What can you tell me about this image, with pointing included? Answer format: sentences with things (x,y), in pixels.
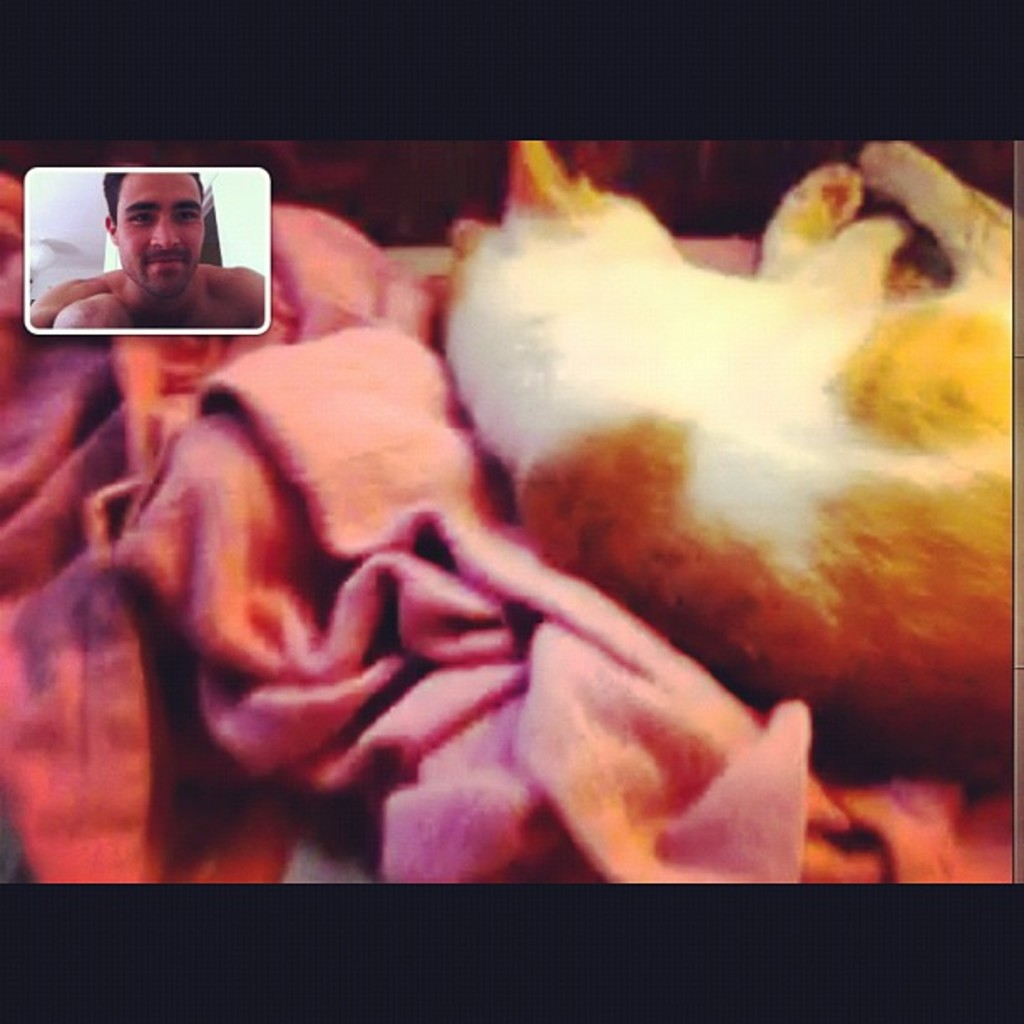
In the center of the image (526,655) we can see one bed (552,685). On the bed (521,568) we can see one blanket (599,599) and cat (735,488), which is in brown and white color. At the top left side of the image (88,252), we can see one frame (144,264). On the frame (166,264), there is a wall (83,198), window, one person (241,291) is smiling and a few other objects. And we can see the black color border (368,64) at the top (365,115) and bottom of the image (636,949).
